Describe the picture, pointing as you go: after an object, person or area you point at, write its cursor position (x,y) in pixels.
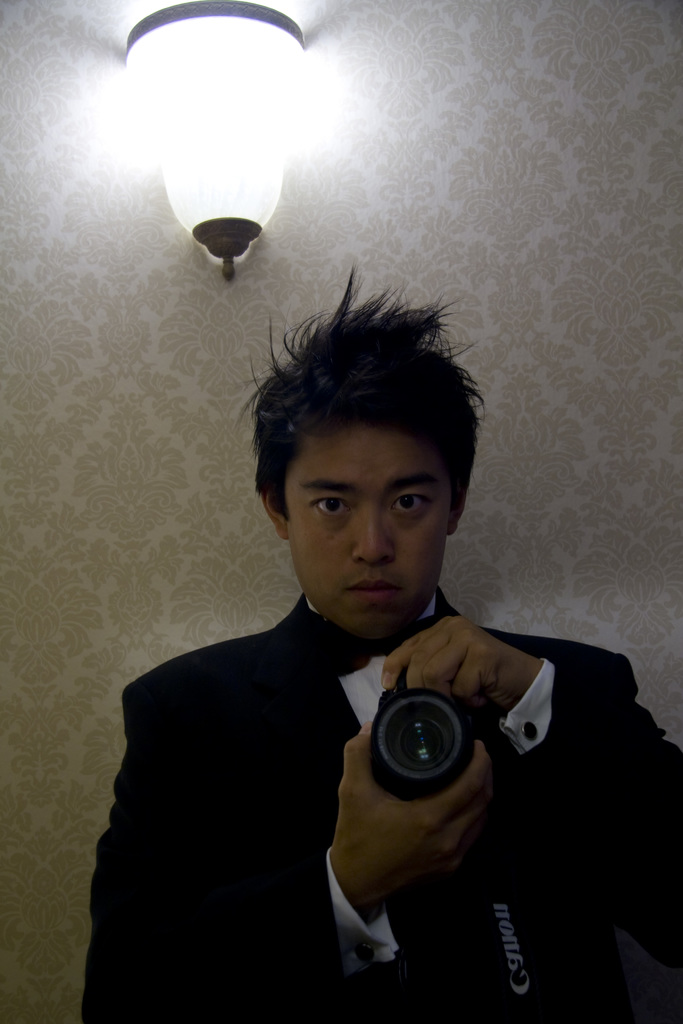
In this image I can see a man (488,967) is holding a camera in his hand (465,682). On this wall (297,235) I can see a light (209,9).
